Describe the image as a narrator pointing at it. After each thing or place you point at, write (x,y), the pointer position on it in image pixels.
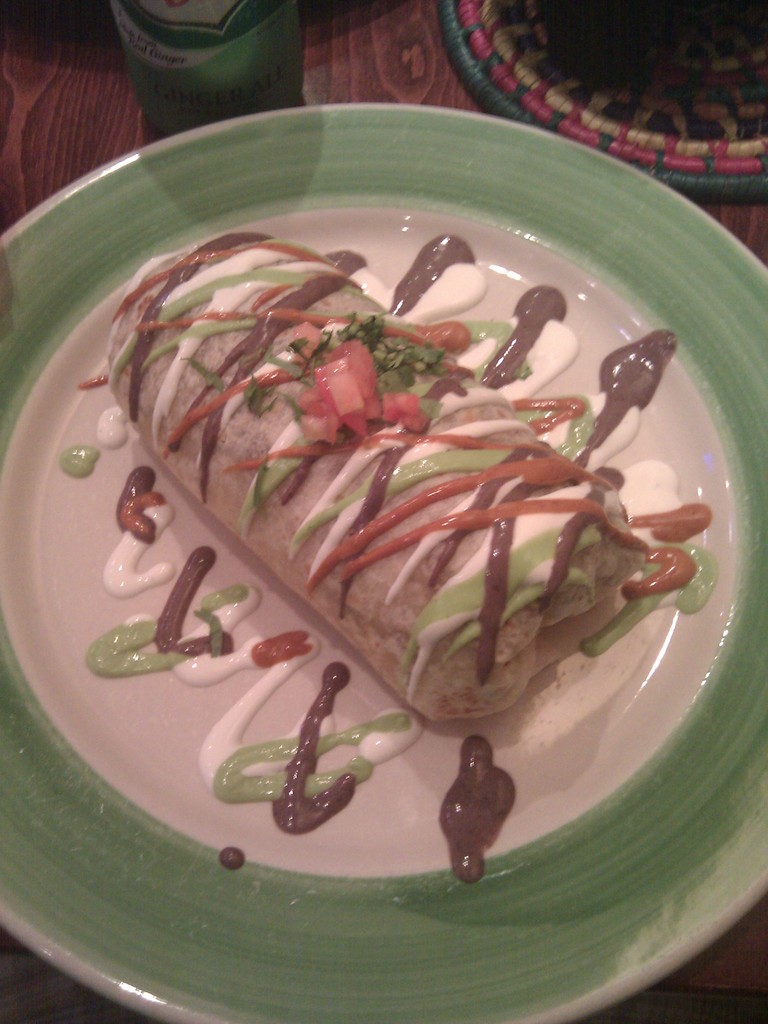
In this image, we can see food (347,584) on the plate (551,832) and in the background (193,45), there is a bottle (208,58) and a mat (707,161) on the table (741,219).
